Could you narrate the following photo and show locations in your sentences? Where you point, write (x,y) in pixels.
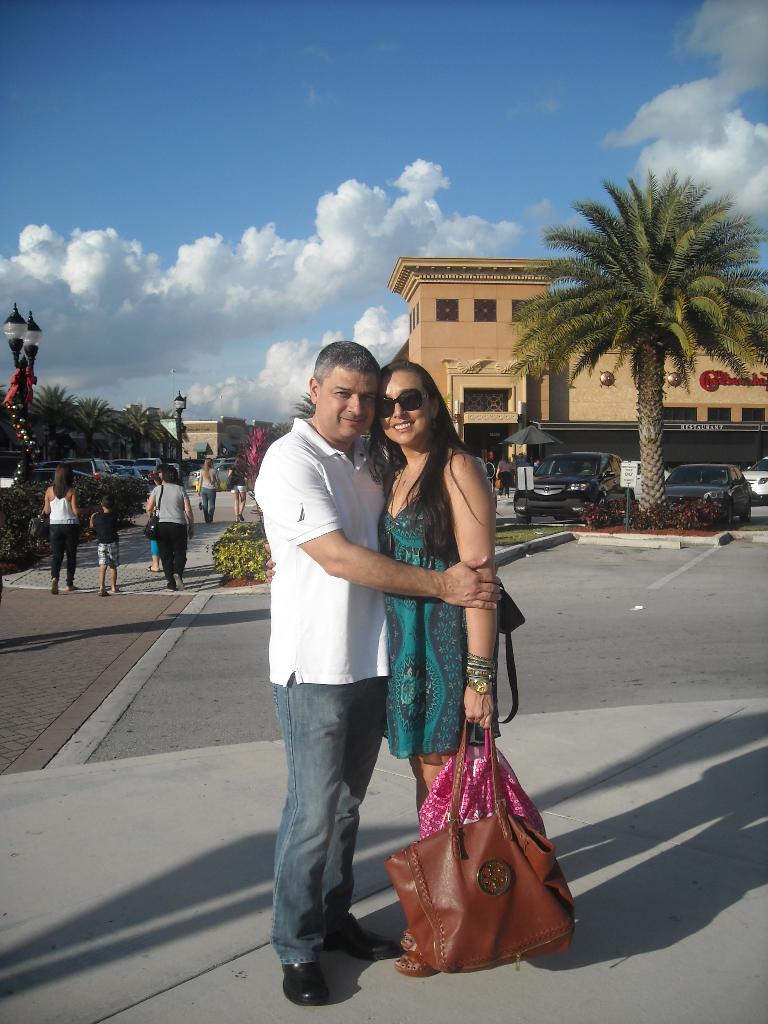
The person (338,530) wearing white shirt (339,513) is hugging a woman (432,638) carrying brown bag (478,888) and there are buildings (501,337), trees (104,431) and cars (565,494) in the background (294,412) and the sky (221,140) is blue in color.
